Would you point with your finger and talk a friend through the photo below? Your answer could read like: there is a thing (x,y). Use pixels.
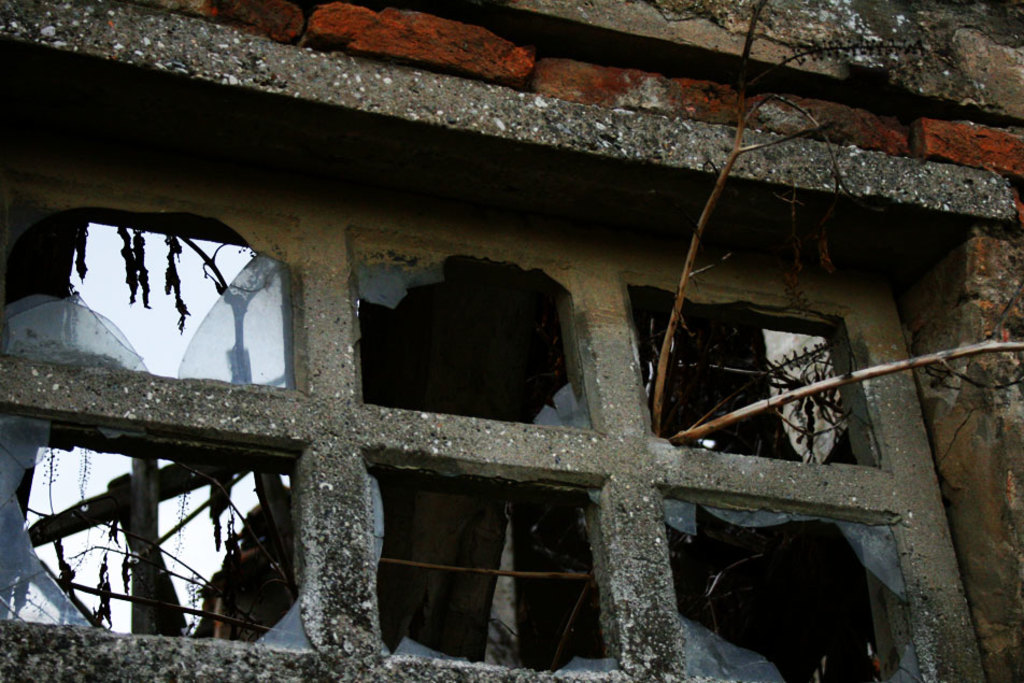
Here we can see a window glass doors (449,460) are broken and we can see sticks (770,370) and brick wall (648,103).
